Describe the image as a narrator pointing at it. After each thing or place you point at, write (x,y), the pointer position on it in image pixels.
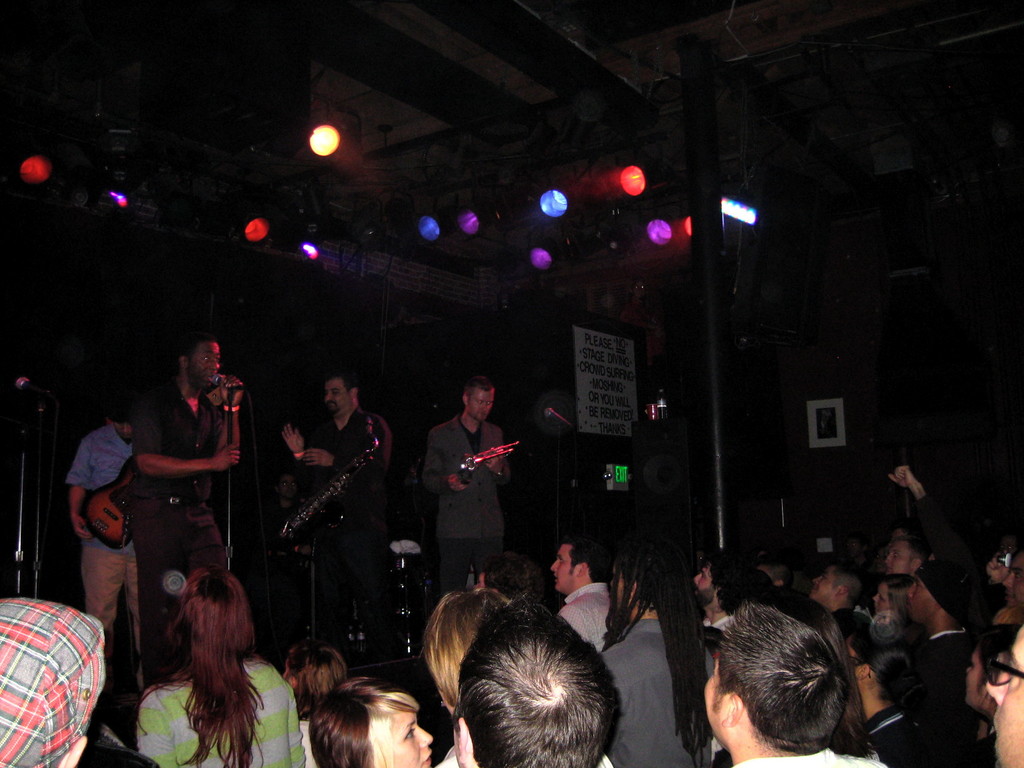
There are group of people (452,438) playing music and there are audience (654,583) in front of them.
